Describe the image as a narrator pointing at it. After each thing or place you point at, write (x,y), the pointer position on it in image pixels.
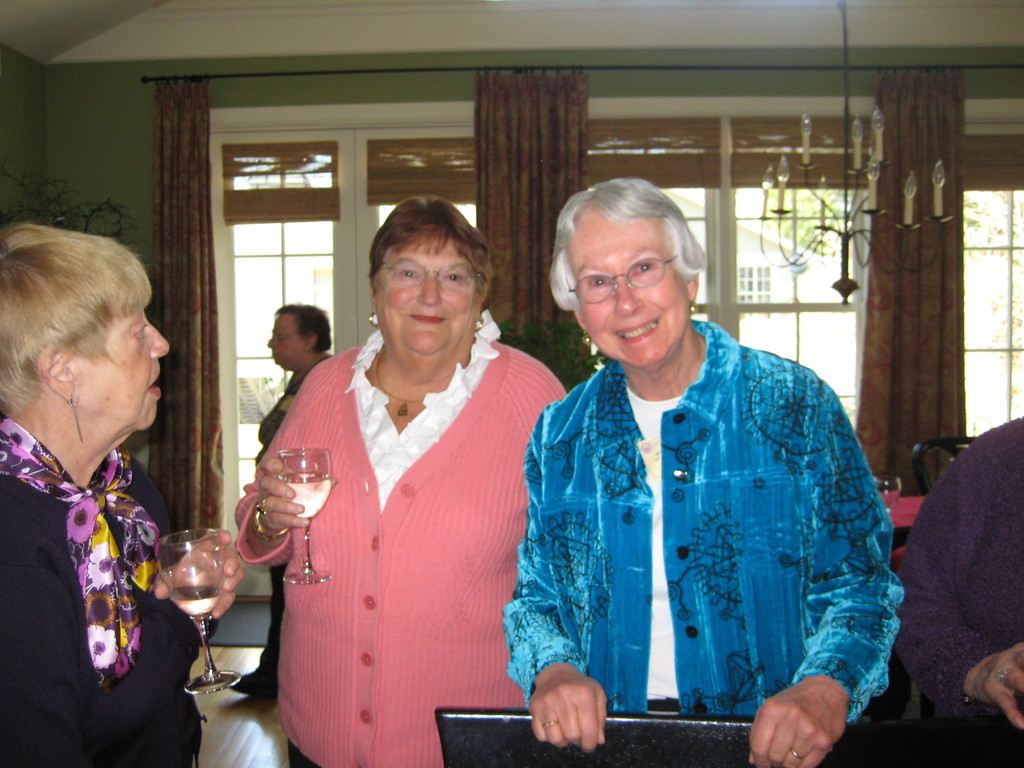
In this image I can see a person (723,496) wearing blue and white colored dress (726,487), another person (417,429) wearing pink and white colored dress (422,460) and another woman (106,578) wearing pink and black colored dress (93,612) are standing and I can see two of them are holding glasses (300,483) in their hands (278,520). In the background (268,431) I can see another woman (268,422), the green colored wall (80,155), the brown colored curtain (207,235) and the window (714,290) through which I can see another building (742,299).
